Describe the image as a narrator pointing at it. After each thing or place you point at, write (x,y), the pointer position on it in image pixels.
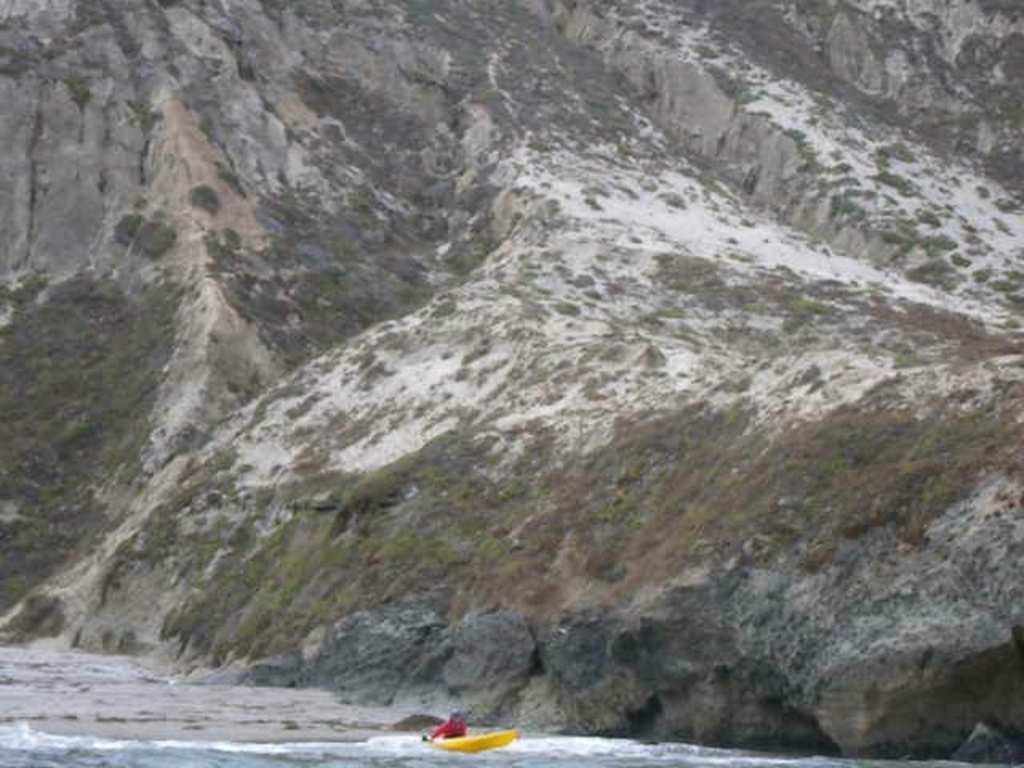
In the picture I can see a person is sitting in the yellow color boat (440,744) which is floating on the water (268,762). In the background (688,389), I can see the mountains (440,421).
